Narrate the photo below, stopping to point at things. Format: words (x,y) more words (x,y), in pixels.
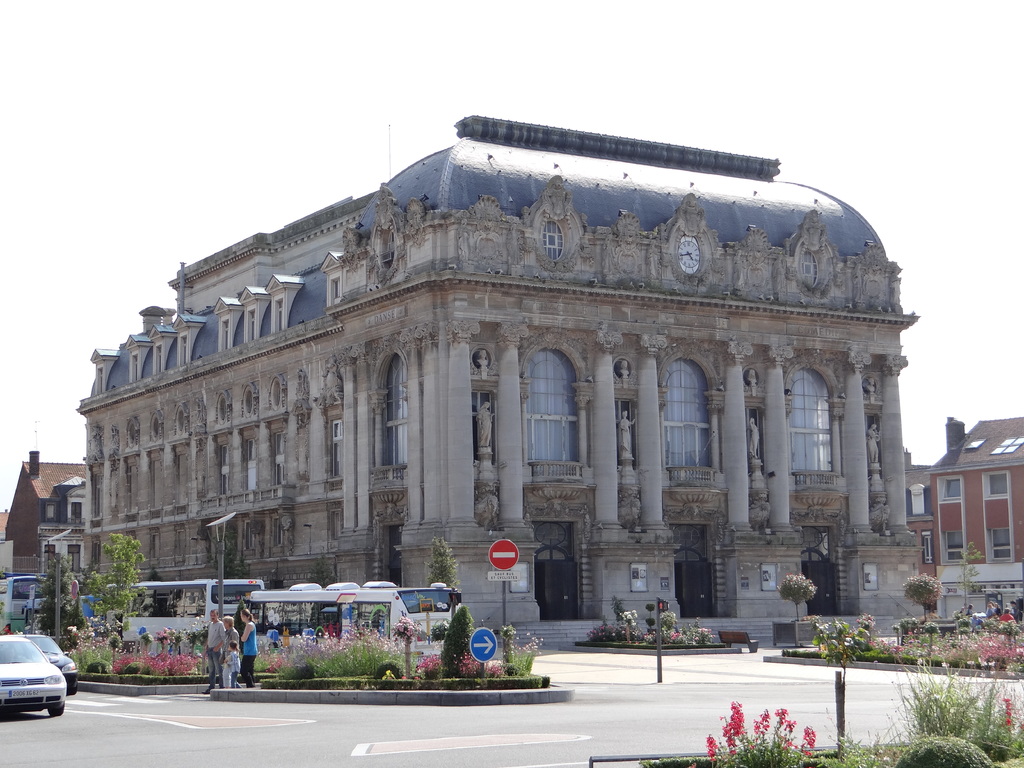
At the center of the image (450,425) there are buildings (439,479), in front of the buildings (404,558) there are few vehicles (142,604) parked and few vehicles (58,709) are moving on the road (415,706), in the middle of the road (541,744) there are trees (407,659) and plants (398,672) and few people (232,676) are standing and there are few sign boards (473,645). In the background (159,151) there is the sky (152,148).
